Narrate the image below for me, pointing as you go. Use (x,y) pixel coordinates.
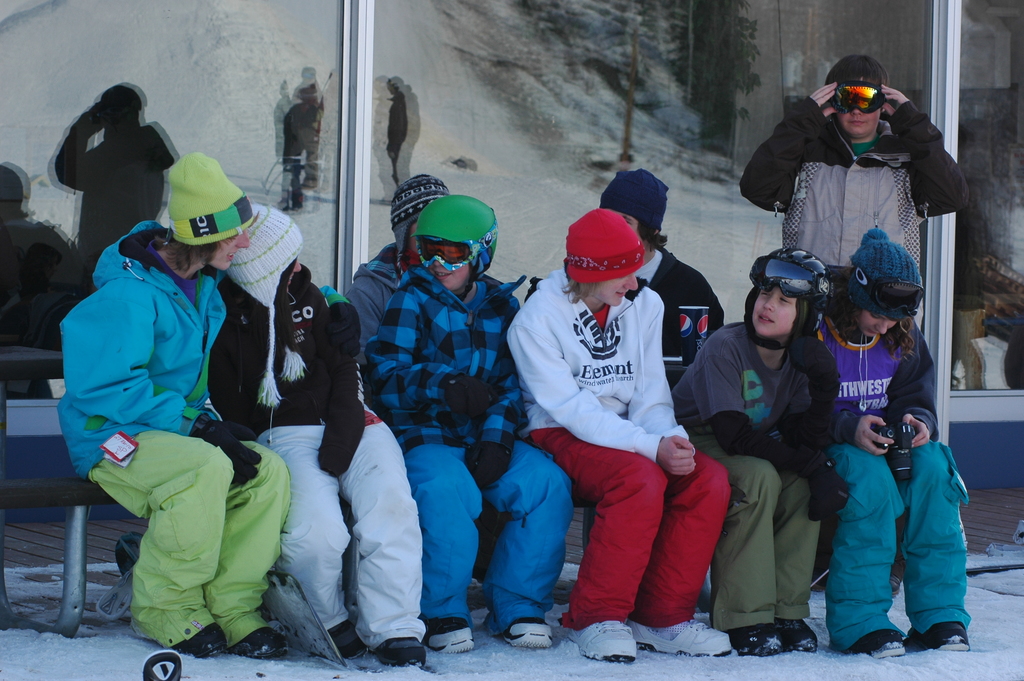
In the center of the image (379,322) we can see people (673,419) sitting. They are all wearing caps (589,218). The man (863,215) standing on the right (852,208) is wearing goggles (841,107). In the background (428,112) there is a glass (77,54) and we can see a reflection (519,178) of snow (478,152), tree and people (394,129) on the glass (338,116).
